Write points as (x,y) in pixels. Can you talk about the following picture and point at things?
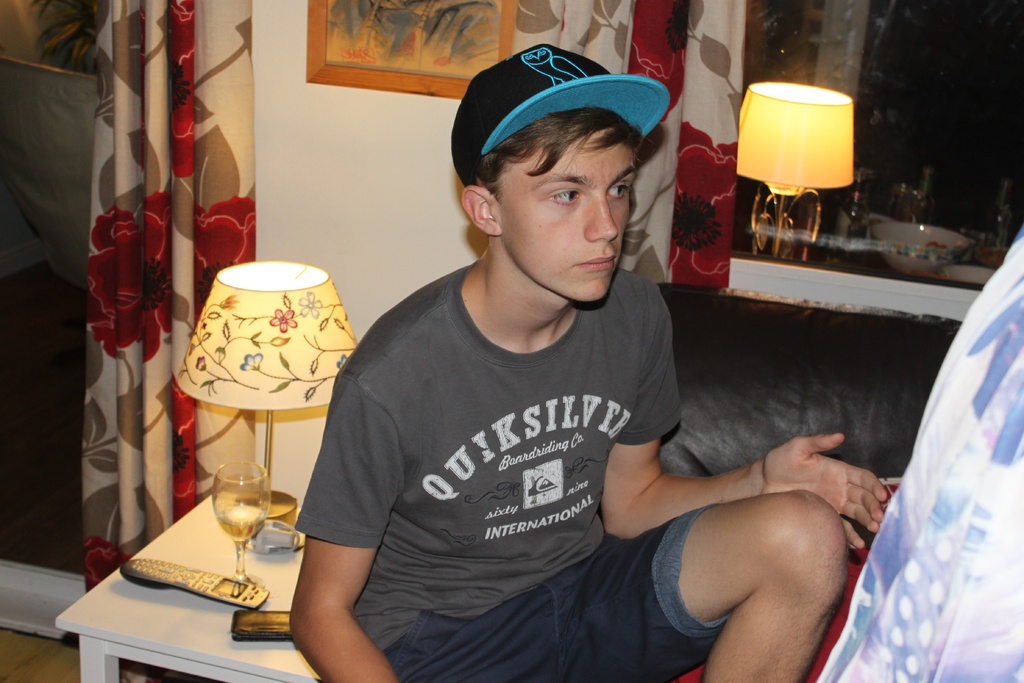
In this image in the center (583,426) there is a boy (552,581) sitting and wearing a cap (522,118) which is black and blue in colour. In the background (415,125) there are curtains (704,108) and there is a wall (374,211) and on the wall (371,109) there is a frame (385,82). In front of the wall (367,241) there is a table (184,649) and on the table (200,644) there is a remote (170,573), glass (238,531) and a lamp (283,389). On the right side (957,554) there is a cloth (959,580). On the left side (48,219) there is a glass (36,235) and behind the glass (24,246) there is a plant (71,48) in the pot (75,213).
